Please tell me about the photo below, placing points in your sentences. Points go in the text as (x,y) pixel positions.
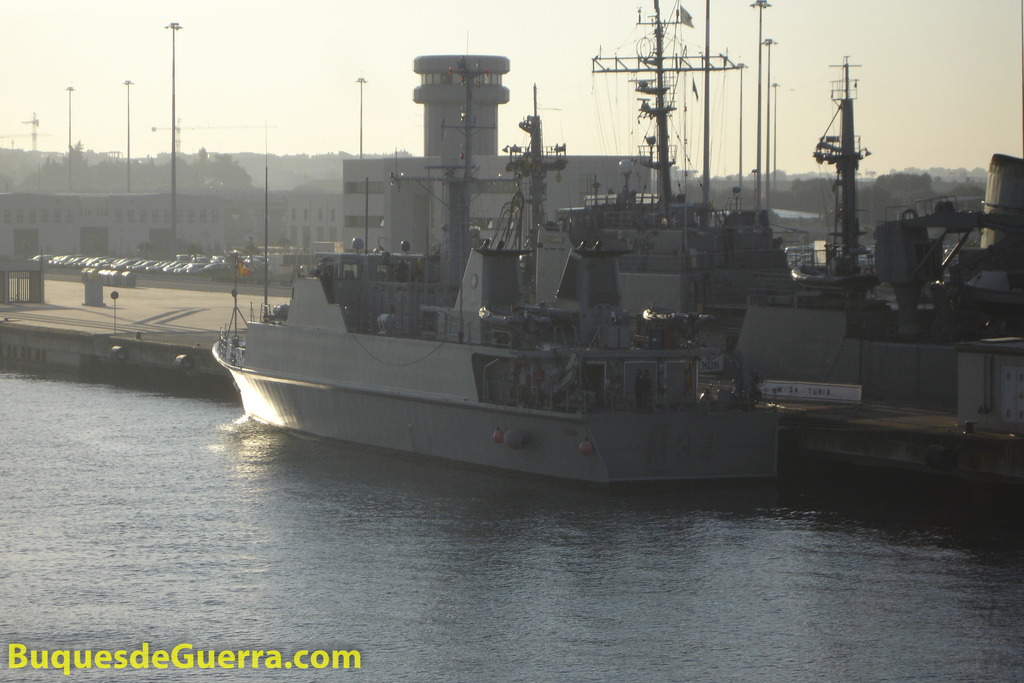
In the center of the image (502,374) we can see a ship (444,357) with some poles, metal frames (578,392) and some balls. On the right side of the image (840,175) we can see some towers (845,237). On the left side of the image (77,260) we can see group of vehicles (175,267) parked on the ground (82,294). In the background (2,224), we can see a group of buildings (178,244) with windows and some trees (207,177). At the top of the image (320,7) we can see the sky (306,18).
